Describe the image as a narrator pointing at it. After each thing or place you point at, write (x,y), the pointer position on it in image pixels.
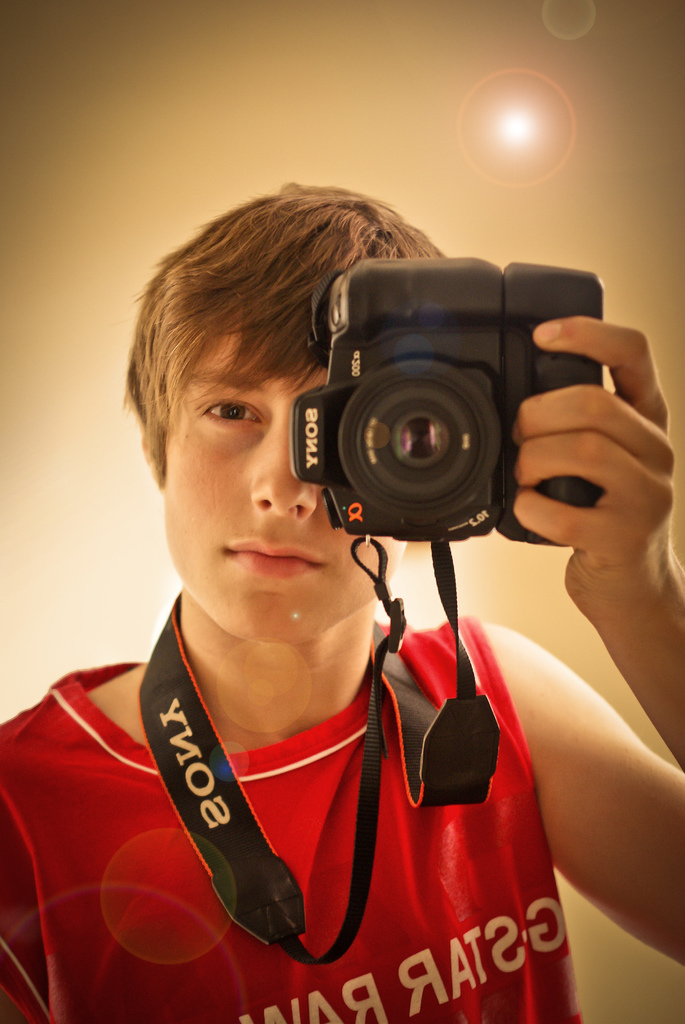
This is a picture and there is a man (211,515) wearing red colour T-shirt (111,746) and holding camera (423,490) on his neck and taking snap and the back side of the man (229,483) there is sun light (498,167).
